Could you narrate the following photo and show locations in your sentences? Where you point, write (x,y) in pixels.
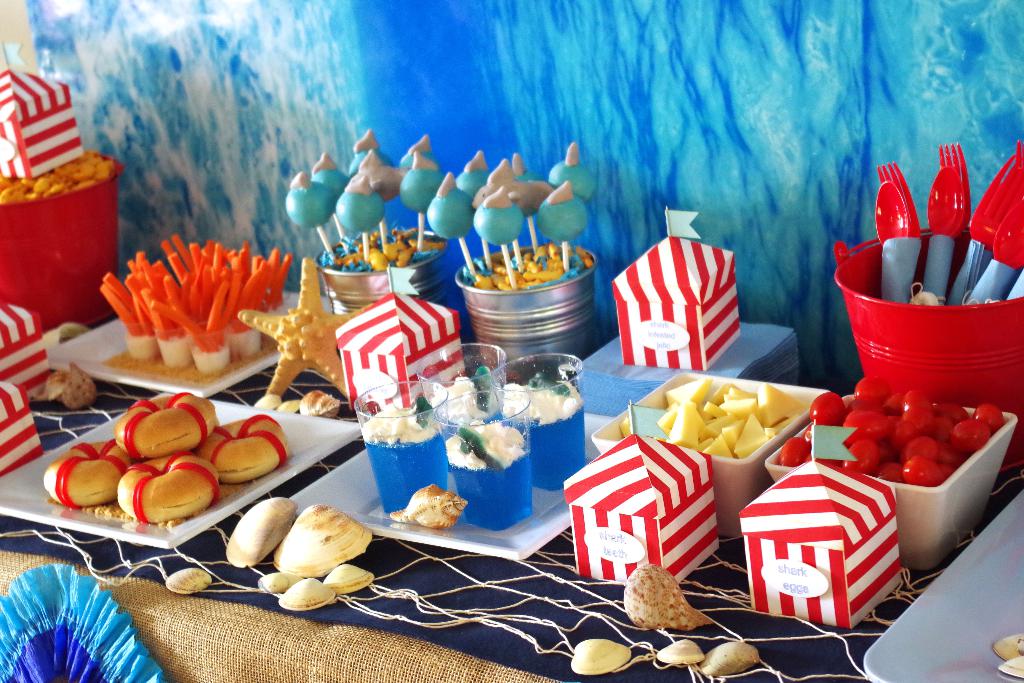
In the foreground of this picture (392,634) we can see a table (113,608) on the top of which bowls (766,452) containing food items (743,406) and we can see the boxes (772,536) and the text (784,570) on the objects (616,541) attached to the boxes (815,544). In the center (488,446) we can see the glasses (484,447) containing some food items (464,446). On the left (236,462) we can see the platters (185,455) containing doughnuts (170,485) and some other food items (262,302) and we can see the containers (546,299) containing some food items (399,181). On the left corner (92,180) we can see a red color utensil (71,230) containing a box (58,138) and some food items (70,178) and we can see there are some objects (664,626) placed on the top of the table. In the background (557,39) we can see a blue color object (460,34) seems to be the wall (261,55), we can see the painting (512,70) on the wall (275,96). In the foreground (78,645) we can see a cloth (63,624).
